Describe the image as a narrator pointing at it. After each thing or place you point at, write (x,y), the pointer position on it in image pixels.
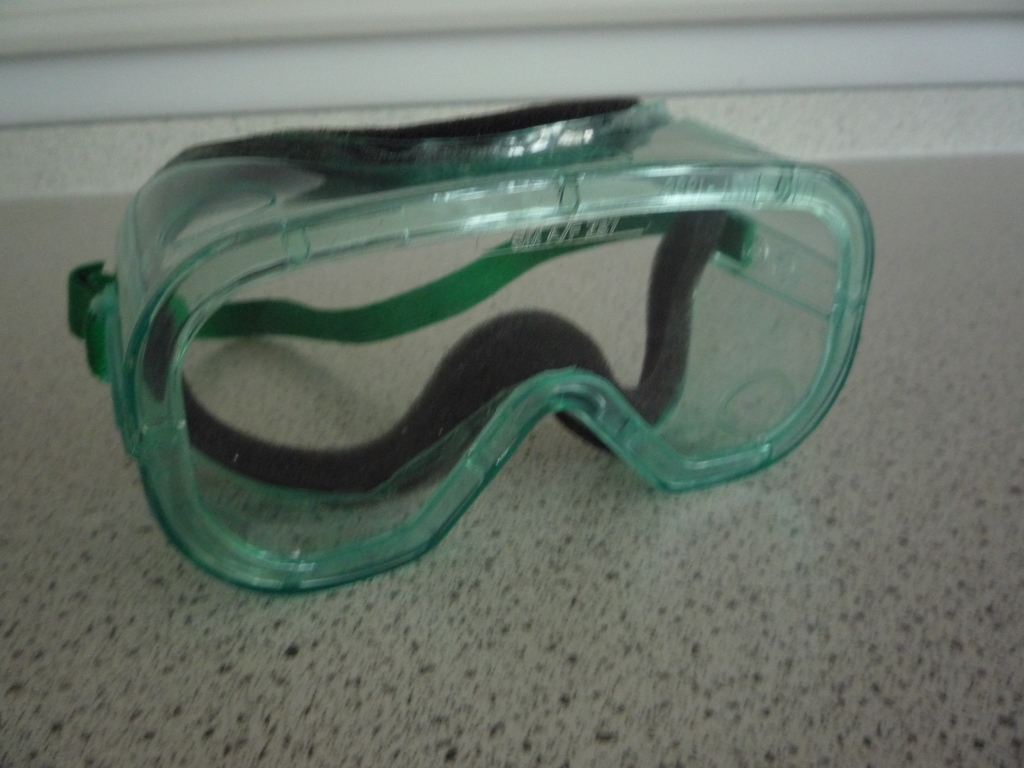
In the picture there are safety goggles (460,271) kept on the counter (583,474).
